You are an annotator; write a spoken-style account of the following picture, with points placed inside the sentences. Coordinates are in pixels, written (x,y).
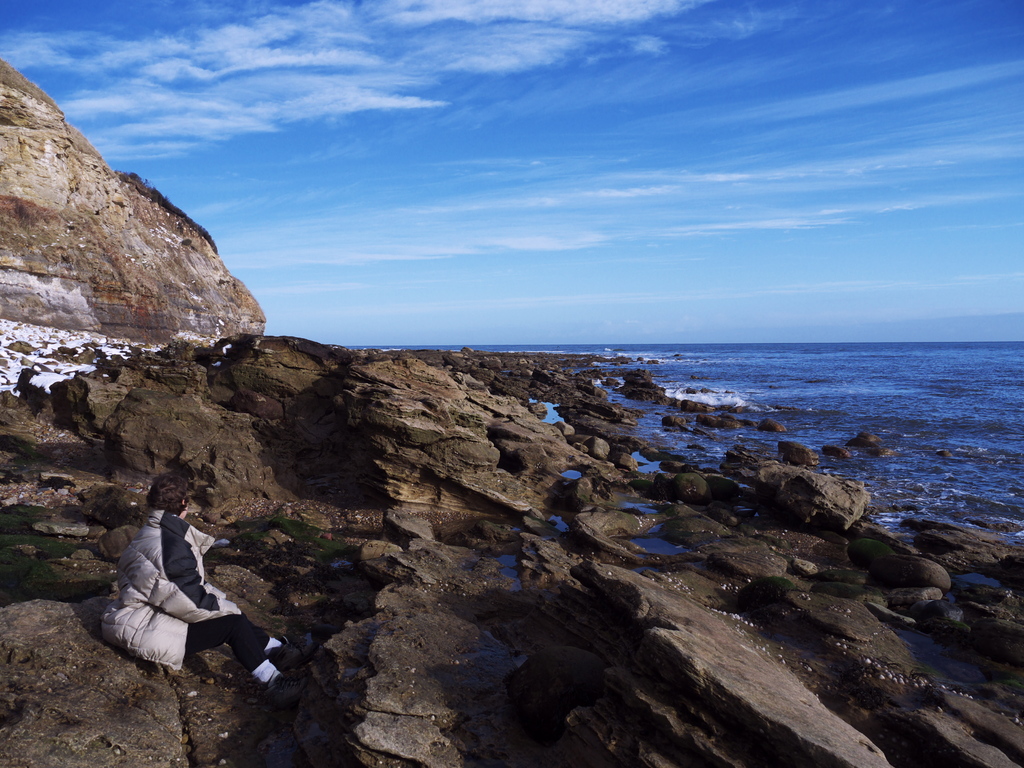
In the bottom left (193,643) there is a woman (151,586) who is sitting on the stone (143,701). On the left (11,121) there is a stone mountain (71,143). At the top (422,179) we can see sky (440,166) and clouds (658,8). On the right (1011,473) we can see the ocean (884,409).
